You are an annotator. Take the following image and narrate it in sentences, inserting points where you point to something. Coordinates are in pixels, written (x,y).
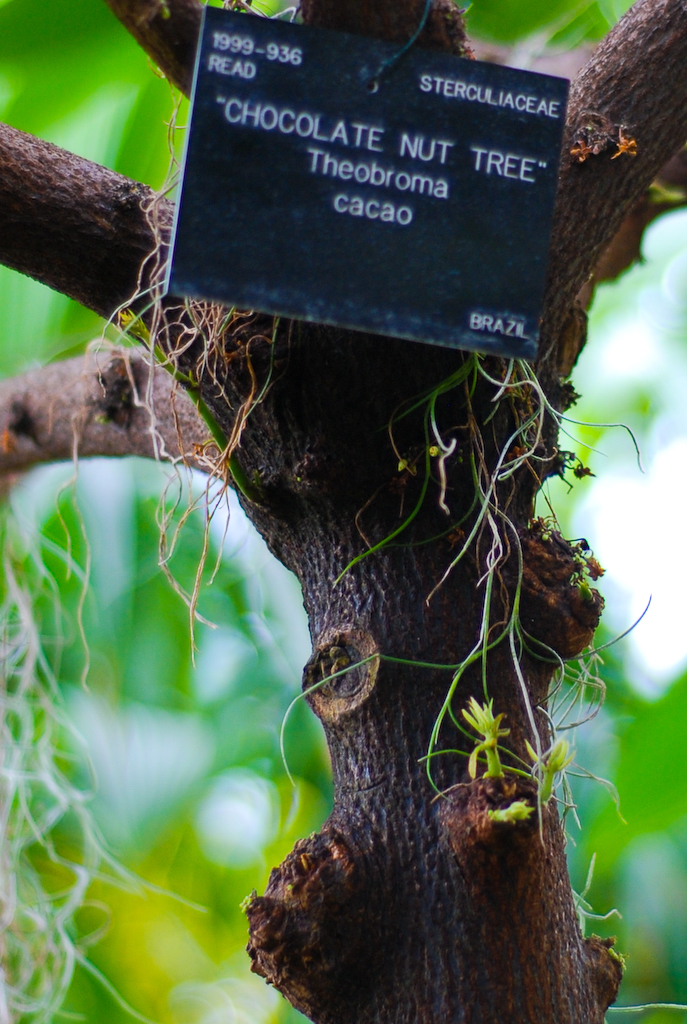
This image is taken outdoors. In the background (187,809) there is a tree (209,914) with green leaves (151,72). In the middle of the image (407,600) there is a tree (300,440) and there is a board (325,184) with a text (491,160) on it.
